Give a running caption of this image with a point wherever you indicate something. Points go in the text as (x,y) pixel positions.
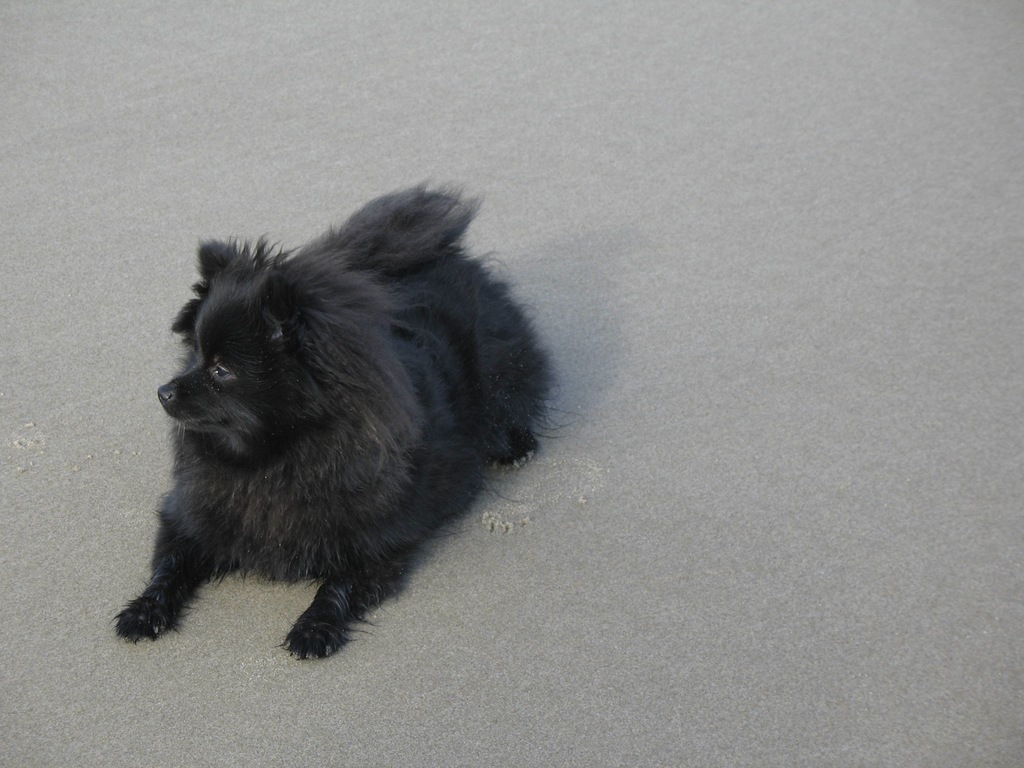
In this image, we can see a black dog (426,429) is sitting on the ground (536,550).
